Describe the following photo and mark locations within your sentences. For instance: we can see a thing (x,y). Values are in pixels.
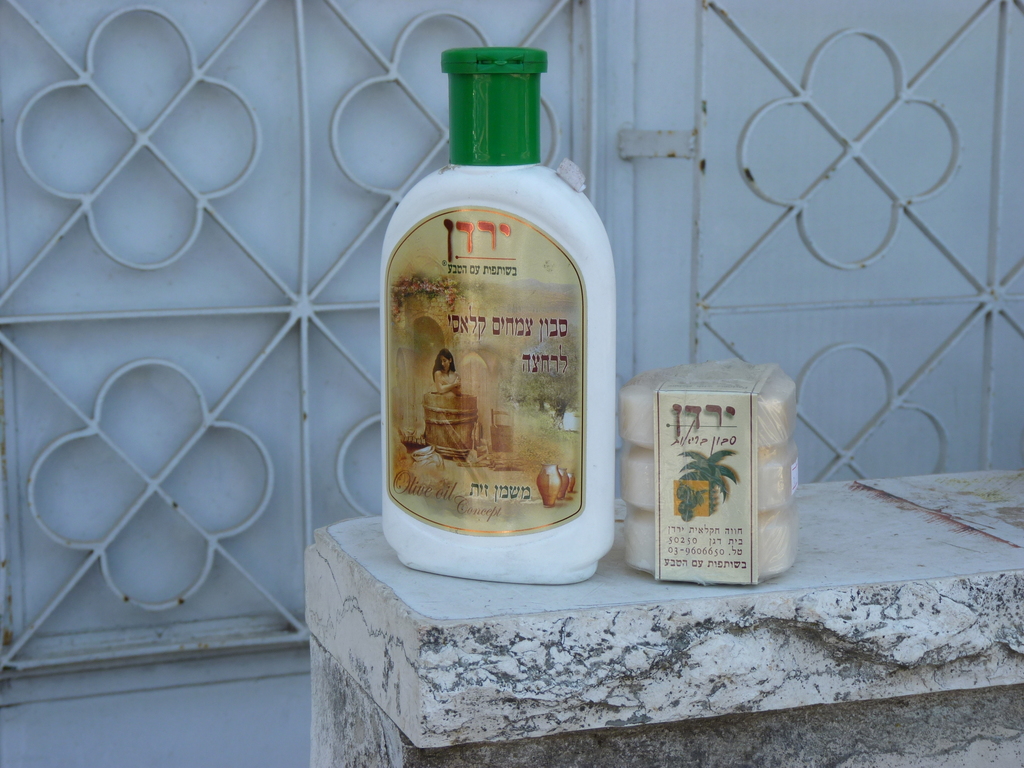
There a white bottle (499,231) with green cap (495,141) and a soap (730,440) which has something written on it is placed on the wall (707,642).
